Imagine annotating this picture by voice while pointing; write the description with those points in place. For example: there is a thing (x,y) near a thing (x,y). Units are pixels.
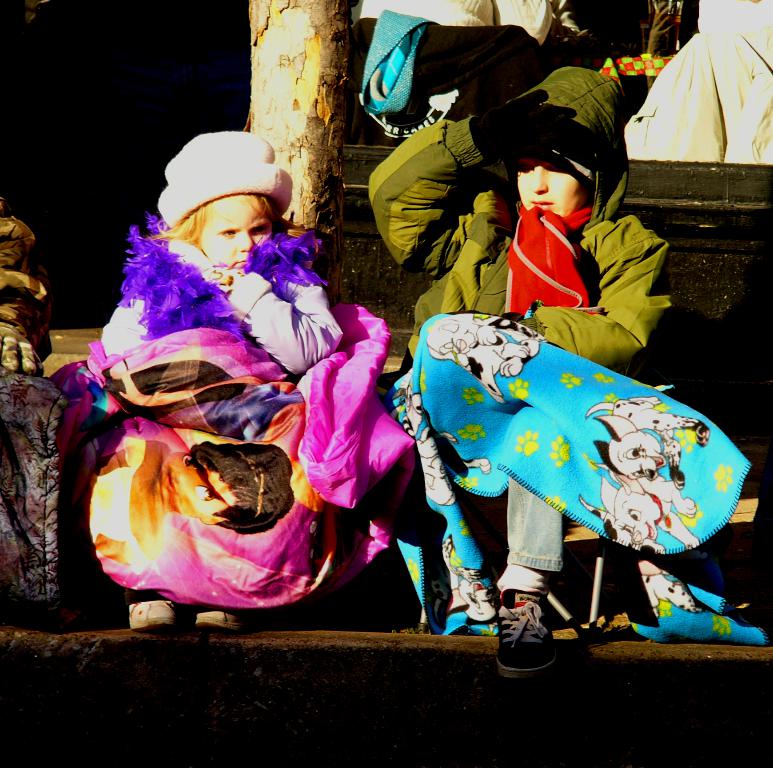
Here I can see two children (536,318) wearing jackets (651,240), caps (196,181) on their heads (209,206), gloves (497,157) to the hands (506,152) and sitting covered with blankets (143,394). In the background (311,83), I can see a tree trunk (312,106).
